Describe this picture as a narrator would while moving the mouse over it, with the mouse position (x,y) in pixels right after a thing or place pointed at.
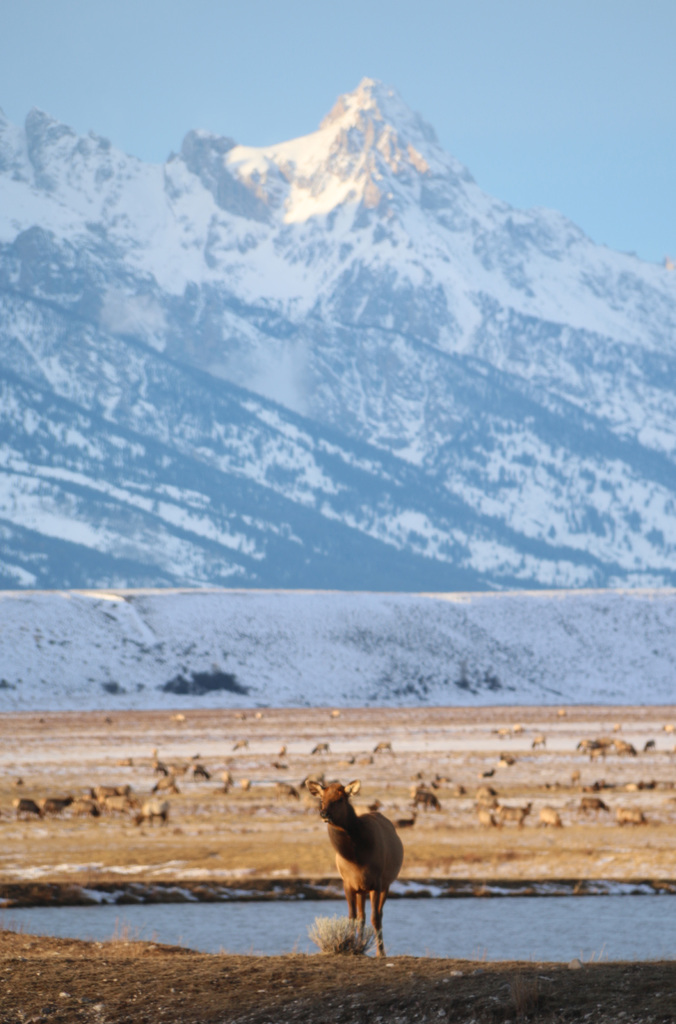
In this image, we can see animals (204,774) on the ground (483,858) and there is water (448,907). In the background (363,271), there are mountains (223,294).
